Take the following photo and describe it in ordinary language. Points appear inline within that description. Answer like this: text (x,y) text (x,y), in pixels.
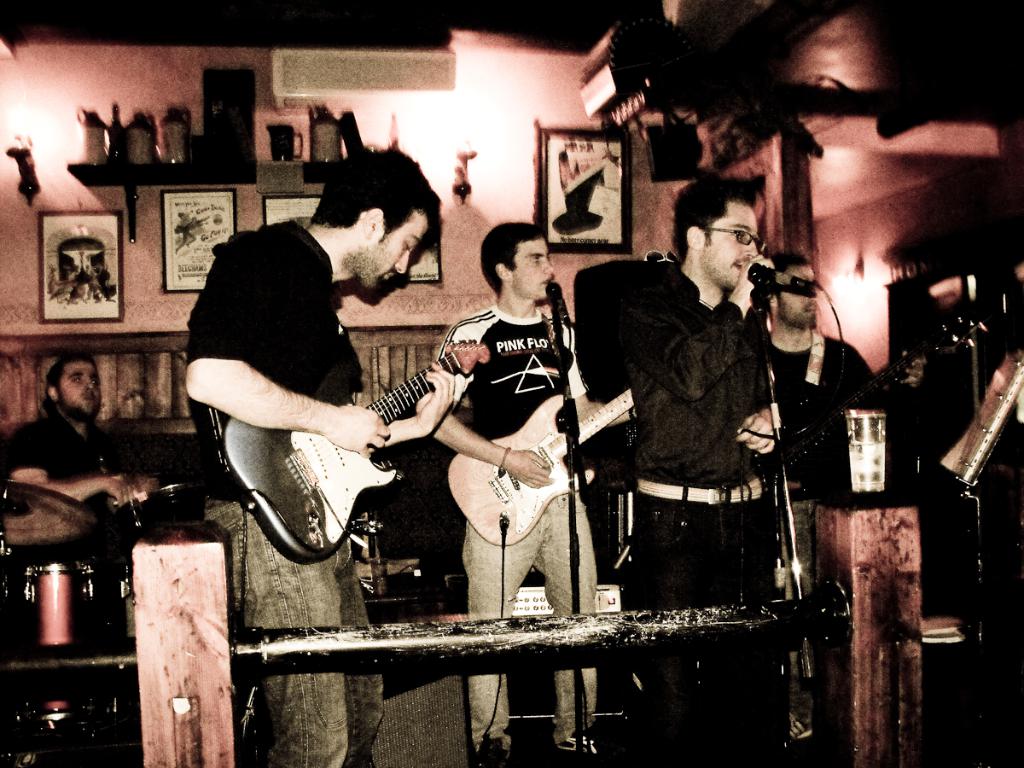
On the background (850,311) we can see frames (290,211) over a wall (17,201). On a shelf (318,176) we can see cups (281,134) and few things (326,138). We can see persons (522,283) standing in front of a mike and playing guitar (553,404). This man (717,317) is singing. On the background (76,401) we can see one man (104,451) sitting and playing drums (186,511).
